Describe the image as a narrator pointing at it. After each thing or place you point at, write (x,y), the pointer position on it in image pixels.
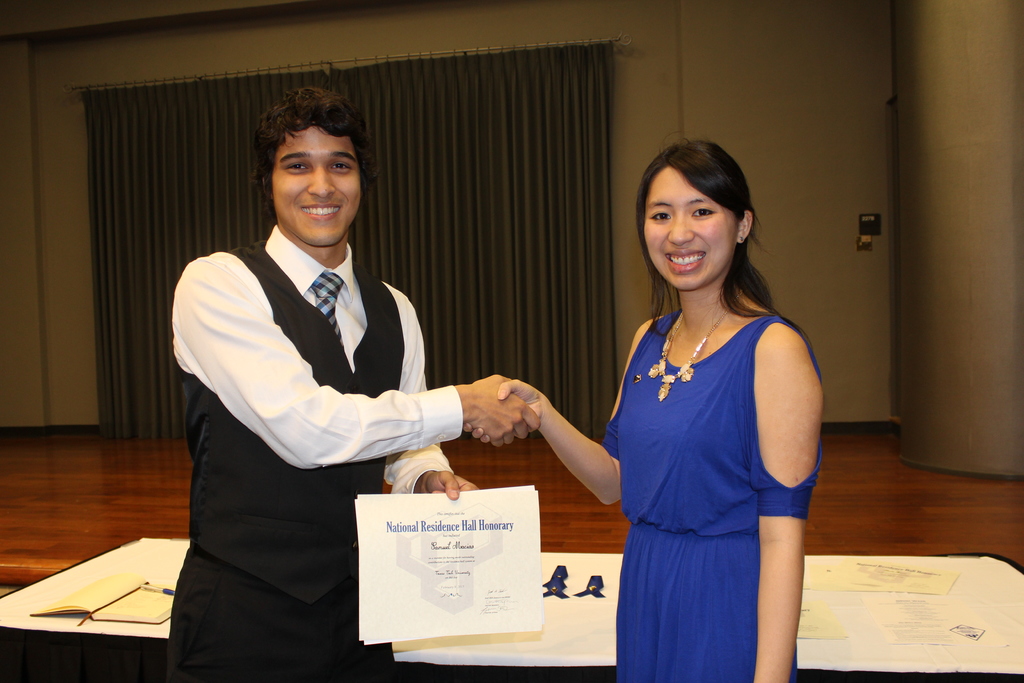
In this image we can see two persons (737,364), they are shaking hands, one of them is holding papers (420,552), behind them there is a table (507,660), on that there are papers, a diary (140,598), a pen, and other objects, also we can see the wall (1,385), curtain (527,187), and the wooden platform (543,522).
